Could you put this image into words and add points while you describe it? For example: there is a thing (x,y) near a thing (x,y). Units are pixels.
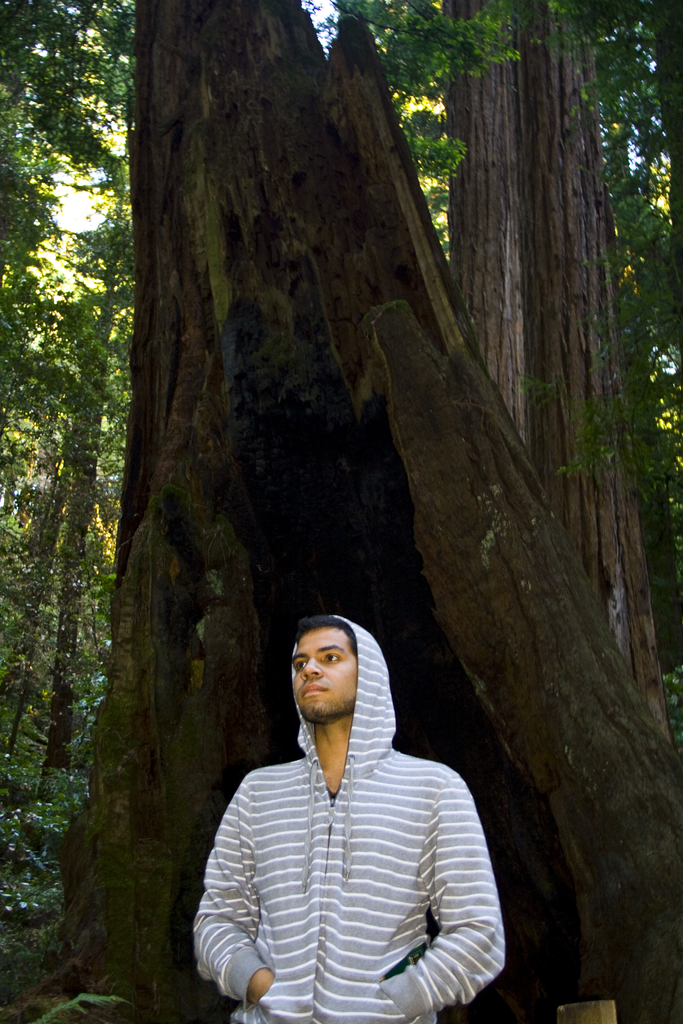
There is a person (304,652) in a hoodie (454,819), standing. In the background (237,410), there are trees (464,299) having green color leaves (101,240).
